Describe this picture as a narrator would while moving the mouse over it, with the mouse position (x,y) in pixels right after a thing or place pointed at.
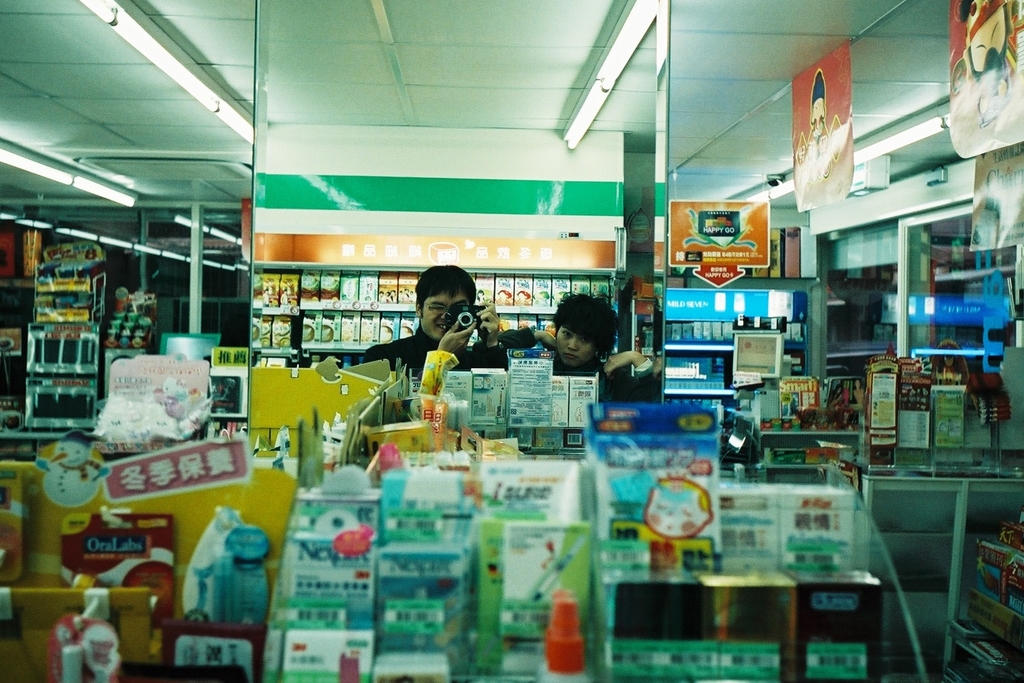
In this picture we can see two people (396,356) where a man (424,298) holding a camera (462,310) with his hands (450,344) and smiling, boxes (407,321), packets (567,285) and some objects (87,637) in racks (658,647) and in the background (57,169) we can see the lights (42,172).
